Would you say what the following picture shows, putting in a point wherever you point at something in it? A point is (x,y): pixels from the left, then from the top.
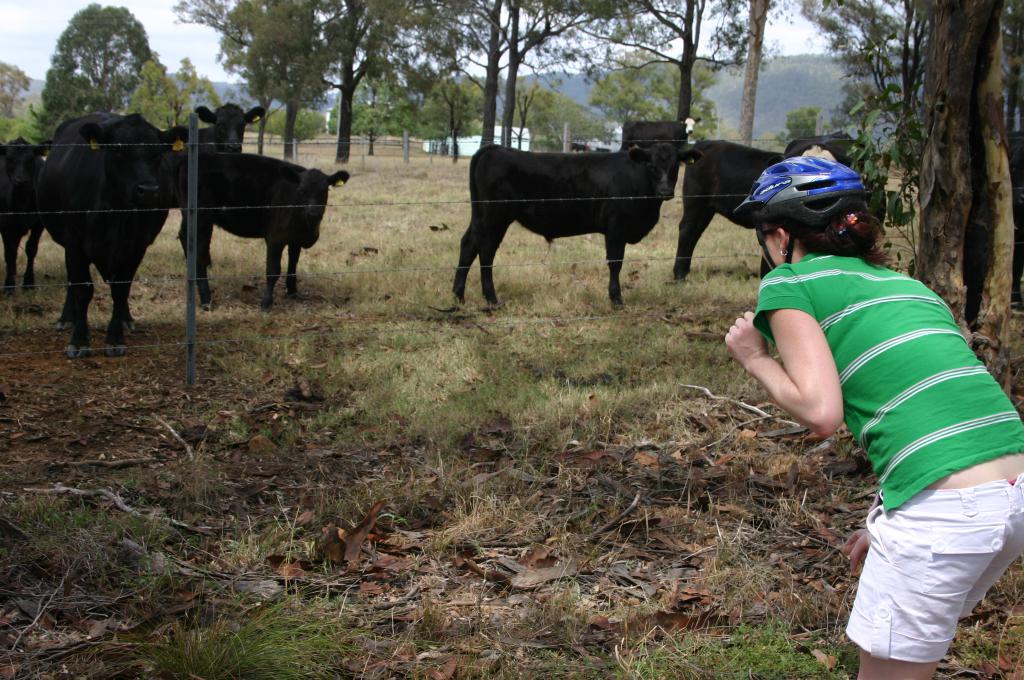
This image consists of a many cows (86,194). At the bottom (283,557), there is green grass (272,343). To the right (817,383), there is a woman (869,445) wearing a blue helmet (814,217). In the background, there are trees (978,187).
